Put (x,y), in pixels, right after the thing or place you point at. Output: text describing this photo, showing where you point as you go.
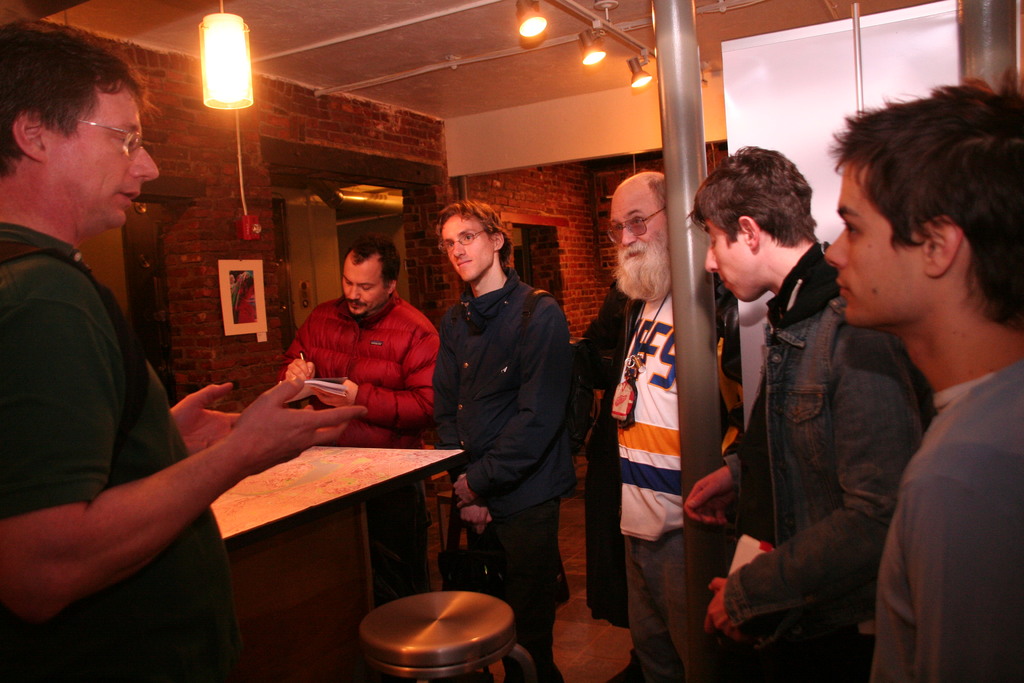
This picture is clicked inside the room (209,507). In the foreground (500,343) we can see the group of people (736,359) standing and we can see a person (378,330) wearing jacket (386,358) standing, holding a book (326,382) and a pen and seems to be writing and we can see the stool (437,609), table (399,457), metal rods (688,3), roof (343,23), lights (529,21) and some other items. In the background (216,192) we can see the wall (207,157) and many other objects (238,301).
